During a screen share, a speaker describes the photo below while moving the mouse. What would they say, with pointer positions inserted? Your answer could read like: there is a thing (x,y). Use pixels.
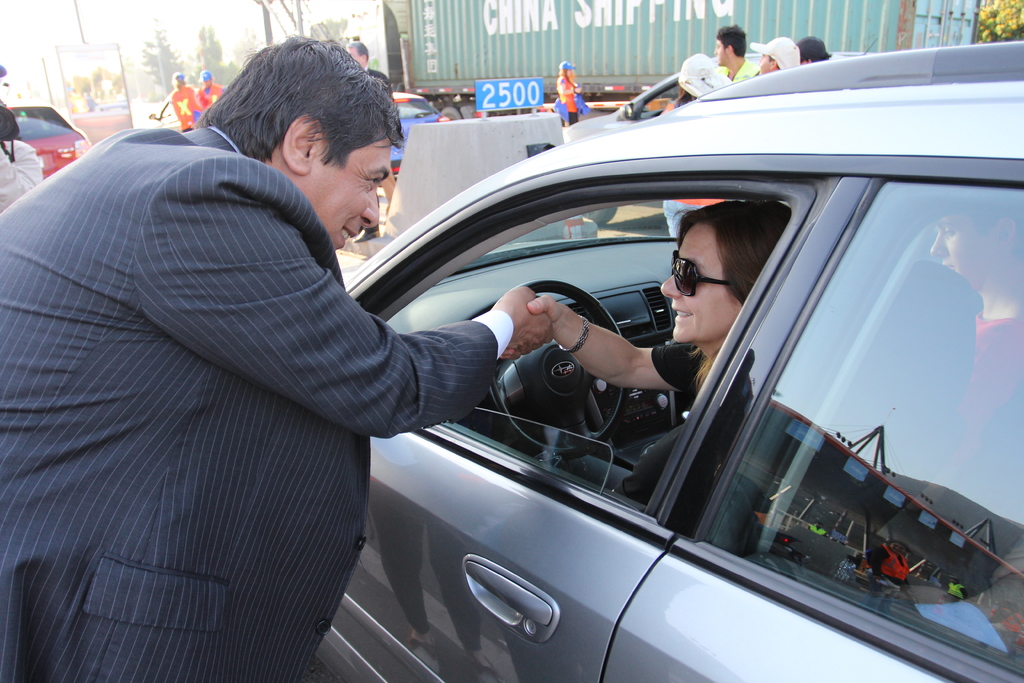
In this image we can see a group of people (116,428). On the right side of the image (982,250) we can see some people (1015,296) inside a vehicle (619,441). In the center of the image (513,420) we can see a steering wheel (575,358), sign board (499,102) with text (485,102). In the background (445,98), we can see group of vehicles (36,145) placed on ground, poles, trees (166,58) and the sky (115,7).
